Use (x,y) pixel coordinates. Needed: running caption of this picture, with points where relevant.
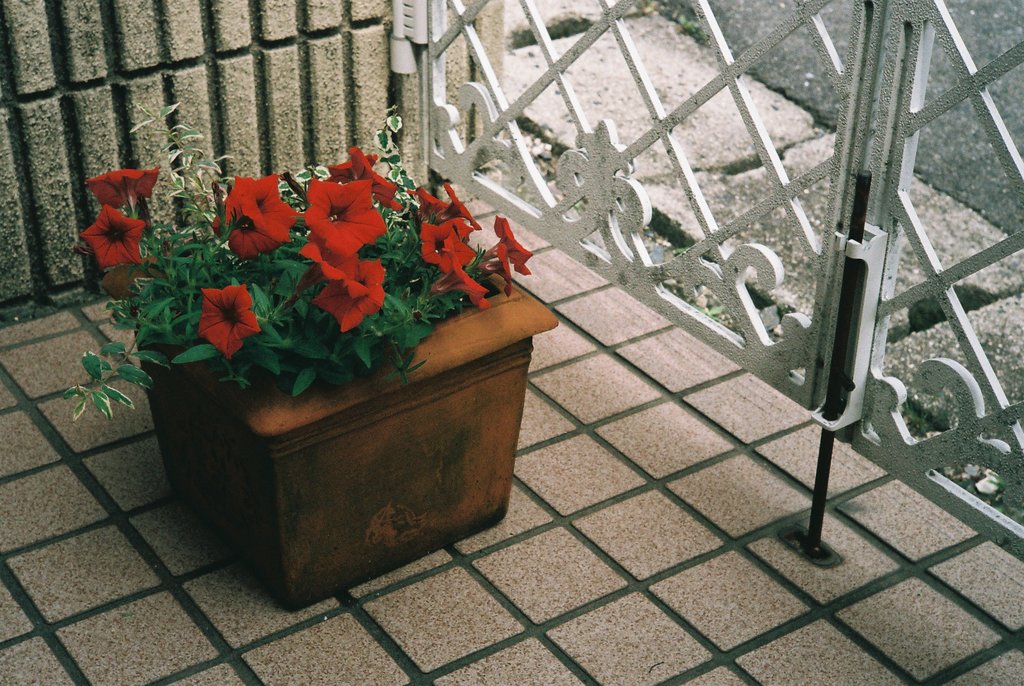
In the center of the image (453,385), we can see a flower pot (404,217) and in the background (502,100), there is a gate (429,29). At the bottom (702,486), there is a floor (651,486).
